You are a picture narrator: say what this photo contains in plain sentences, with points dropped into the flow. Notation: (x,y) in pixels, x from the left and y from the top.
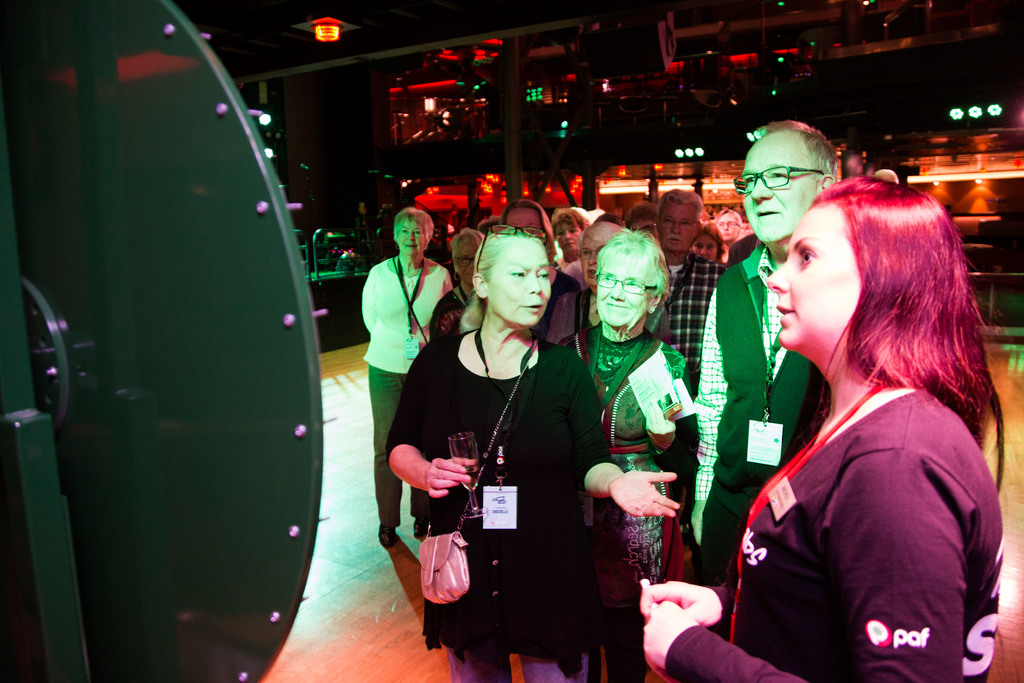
In the center of the picture (519,255) there are people (509,214) standing. On the left (55,474) there is hoarding (57,310). In the background (573,114) there are lights (666,187), glass windows (422,115), chairs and other objects (504,93).
